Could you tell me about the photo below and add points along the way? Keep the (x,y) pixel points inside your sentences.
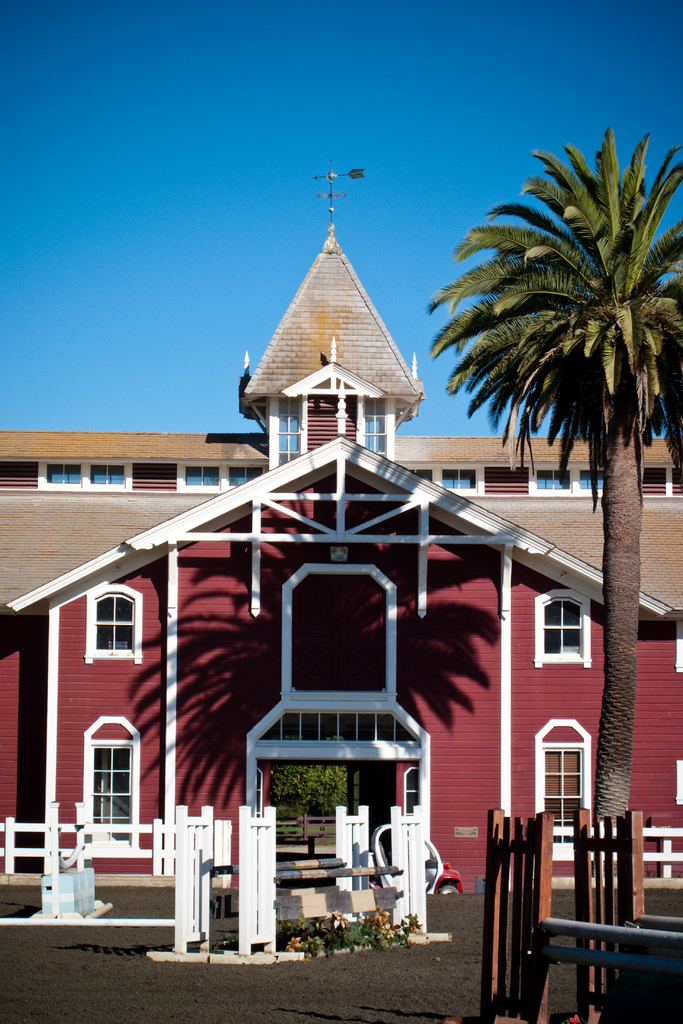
In this picture I can see the wooden fence (517,889) on the right side (485,911) and left side (190,899). I can see a tree (635,307) on the right side (632,596). I can see the house (280,578). I can see the sky (257,129) is clear.
